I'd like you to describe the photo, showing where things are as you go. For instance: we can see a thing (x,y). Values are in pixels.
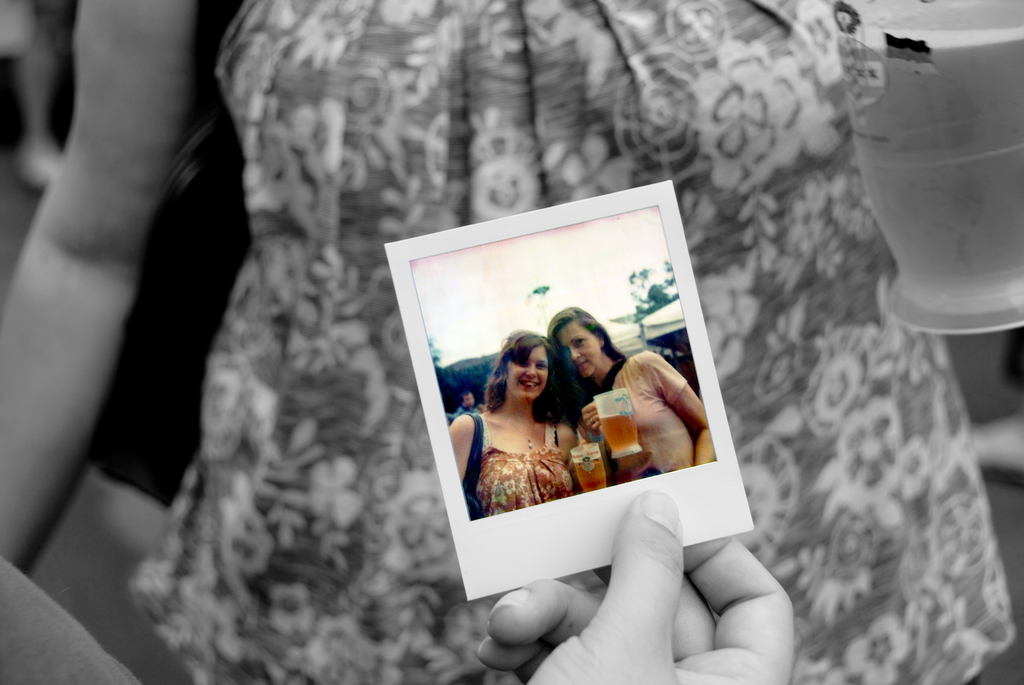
Here in this picture we can see a person (538,582) holding a photograph (470,506), in which we can see two women (526,403) standing over a place and holding jars (580,457) of beers (594,456) in their hands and both of them are smiling and behind them we can see tents (679,312) and trees (637,294) present and we can also see another woman (261,78) standing over a place and carrying a jug (958,50) of beer (958,50) and a hand bag (207,57) with her over there.
